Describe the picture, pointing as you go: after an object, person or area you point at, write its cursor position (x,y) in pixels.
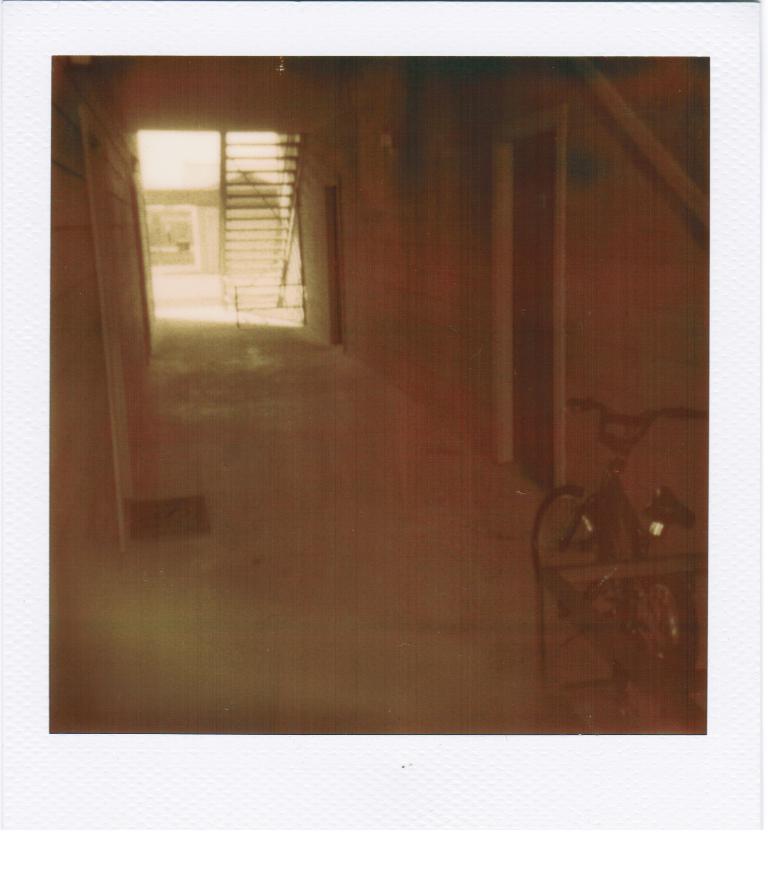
This is a Polaroid picture. In the foreground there is a bicycle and there is an object (697,686). At the back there is a staircase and there is a house (198,193). At the top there is a ceiling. At the bottom (318,657) there is a floor (308,669) and there is a mat (168,502) on the floor (264,476).
